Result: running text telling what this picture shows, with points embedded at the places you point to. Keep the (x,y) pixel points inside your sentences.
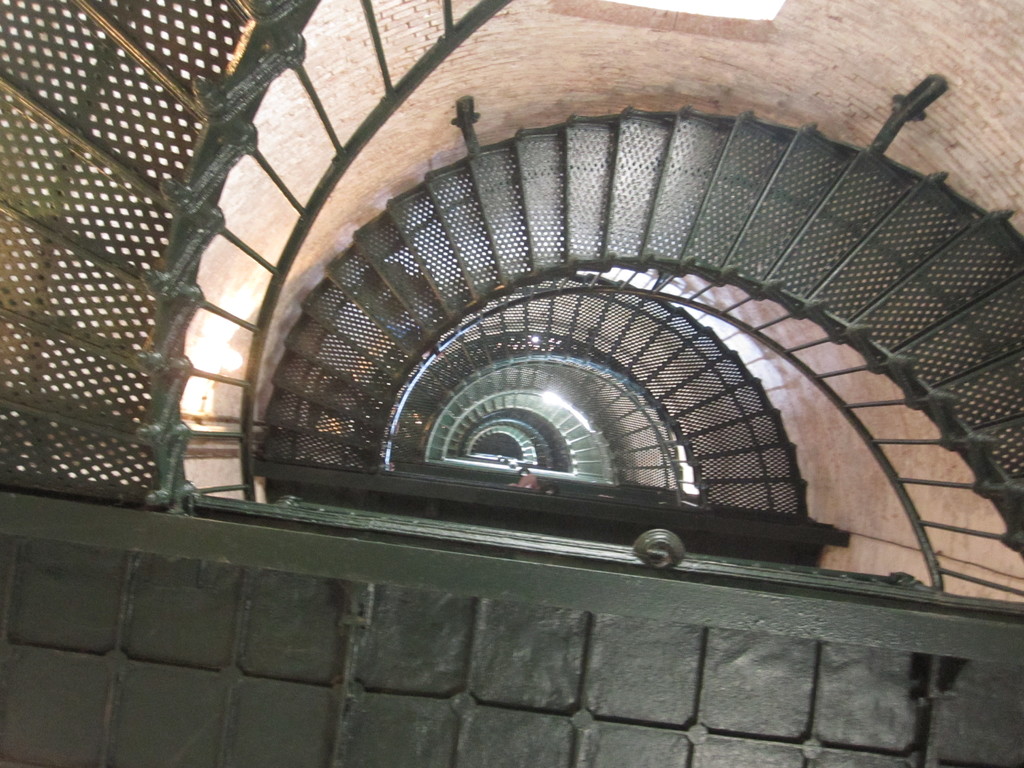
In this picture I can see there are stairs (219,34) with a railing (605,371) and they are in semi circle shape, there are few lights (585,422).
